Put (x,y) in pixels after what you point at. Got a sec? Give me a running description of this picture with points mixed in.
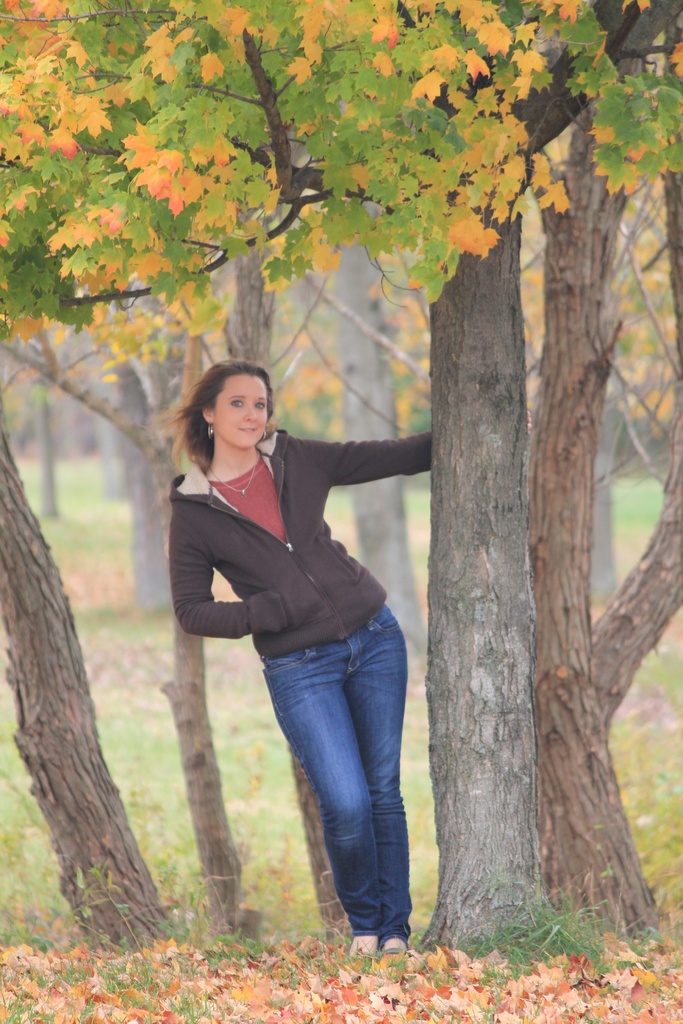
As we can see in the image there are trees (447,430), leaves (256,993), grass (235,823) and a woman (374,611) wearing black color jacket (361,600).
